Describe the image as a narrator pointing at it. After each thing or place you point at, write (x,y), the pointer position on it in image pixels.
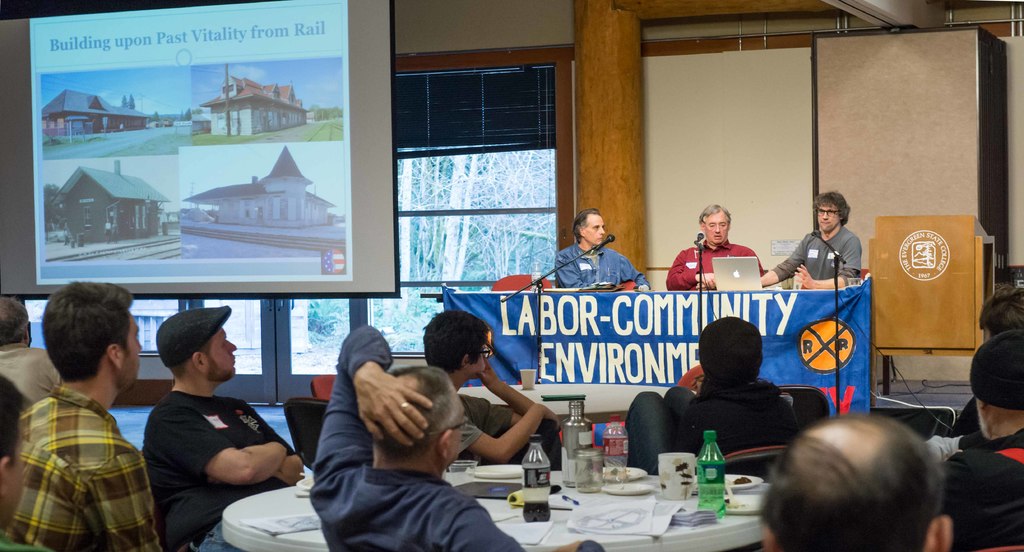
In this image at the bottom (121,442) there are group of people (992,324) sitting on the chair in front of the table (645,477) on which plates (615,488), bowls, bottles (723,506) and so on kept. In the middle (585,286) there are three persons (775,283) sitting on the chair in front of the table (609,311) on which laptop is there and mike (835,276) is there. In the left (238,26) screen (322,21) is there and a window (506,191) visible. The background (526,18) is white in color and standing table (927,307) is visible. Through the window (450,250) trees (450,250) are visible. This image is taken inside a hall (577,371).
